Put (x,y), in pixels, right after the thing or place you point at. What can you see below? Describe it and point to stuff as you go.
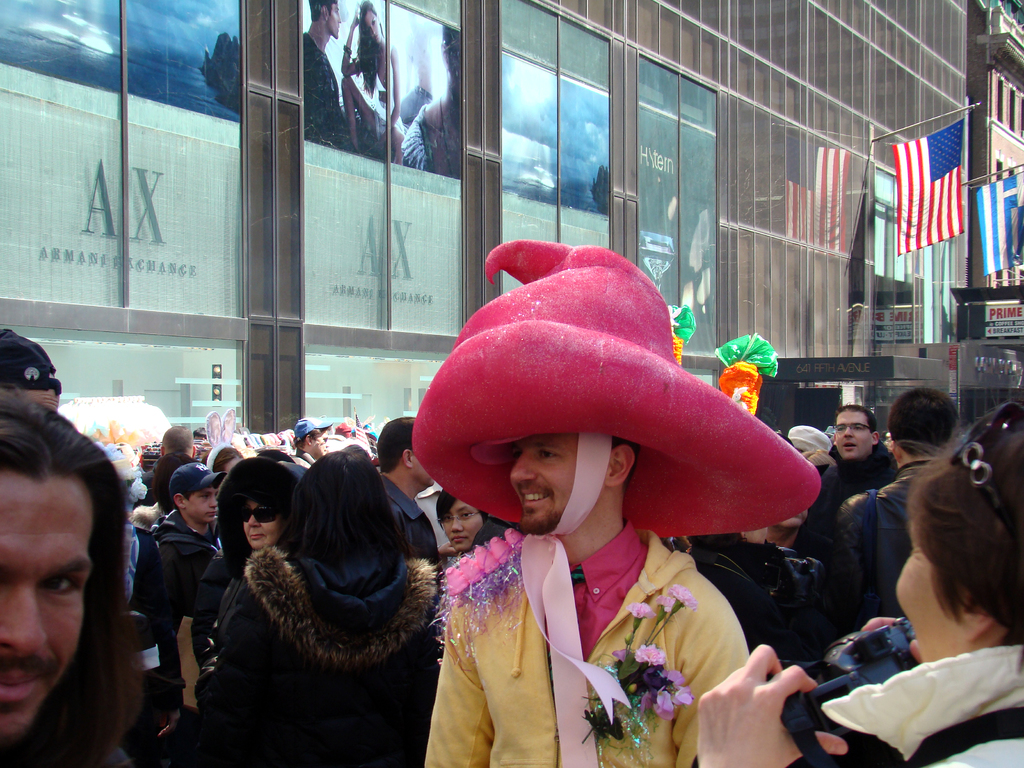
In this picture we can see a man (526,695) wearing a yellow dress (485,663) with a pink hat (540,430), standing in the front (565,643). Behind there are some people (395,502) in the crowd (344,467). In the background (264,289) we can see a glass building (862,154) and american flag (921,174).
